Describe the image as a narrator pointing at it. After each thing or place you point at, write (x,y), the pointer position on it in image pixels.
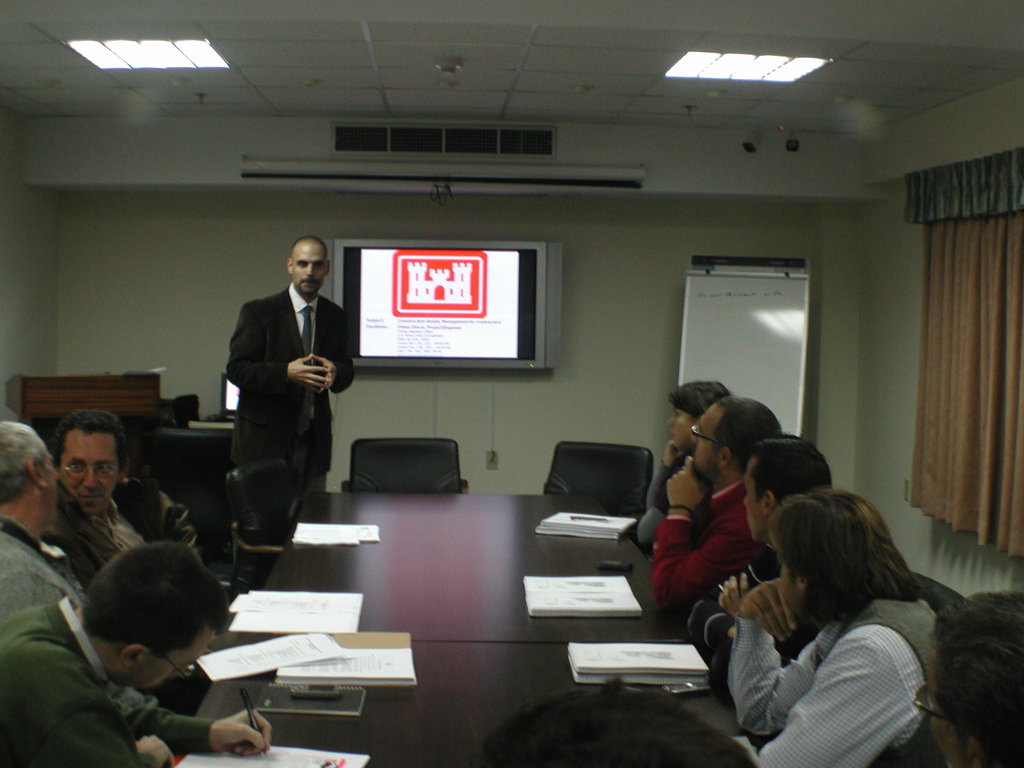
This picture describes about group of people (99,499), few (99,499) are seated on the chairs (280,510), and a man (258,326) is standing, in front of them we can see few books (609,585) and papers (241,653) on the table (449,606), in the background (971,448) we can see a projector screen (477,331) and few lights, and also we can see curtains (1007,463) and a board (727,304).
